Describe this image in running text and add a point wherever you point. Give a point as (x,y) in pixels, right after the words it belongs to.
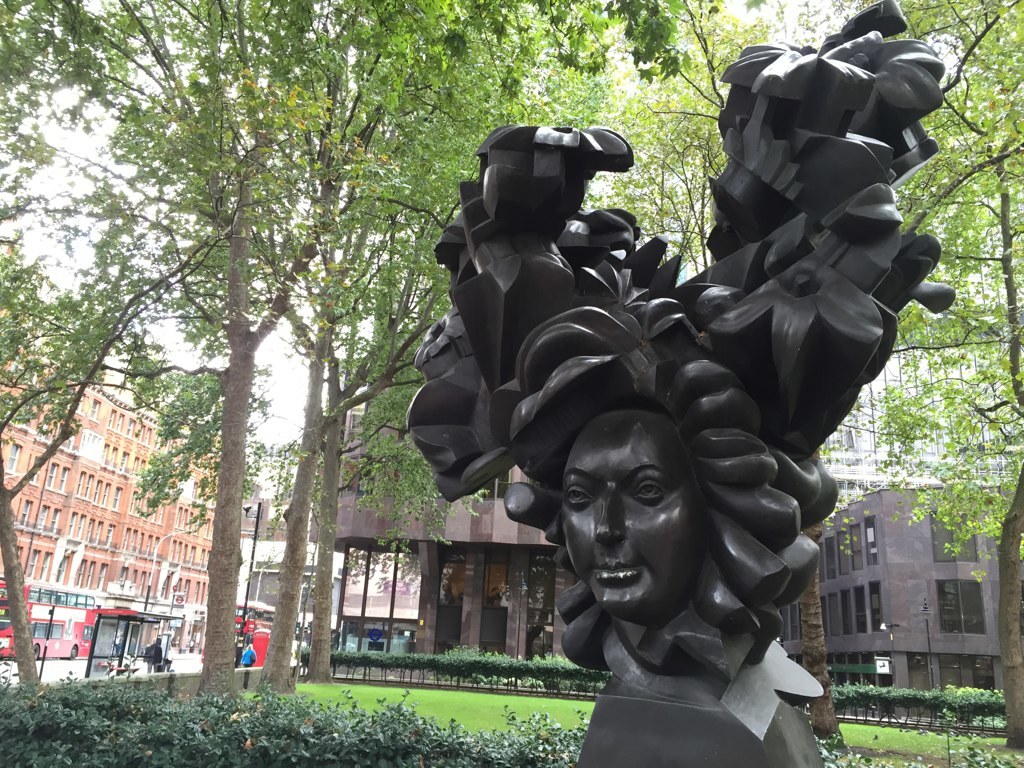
On the right side of the image (801,473), we can see a statue (702,335). In the background (438,567), there are plants (385,742), grass (422,701), trees (965,283), buildings (262,537), walls (178,517), glass objects (977,631), poles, boards (178,597), people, vehicles (33,614), road (197,658) and the sky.
